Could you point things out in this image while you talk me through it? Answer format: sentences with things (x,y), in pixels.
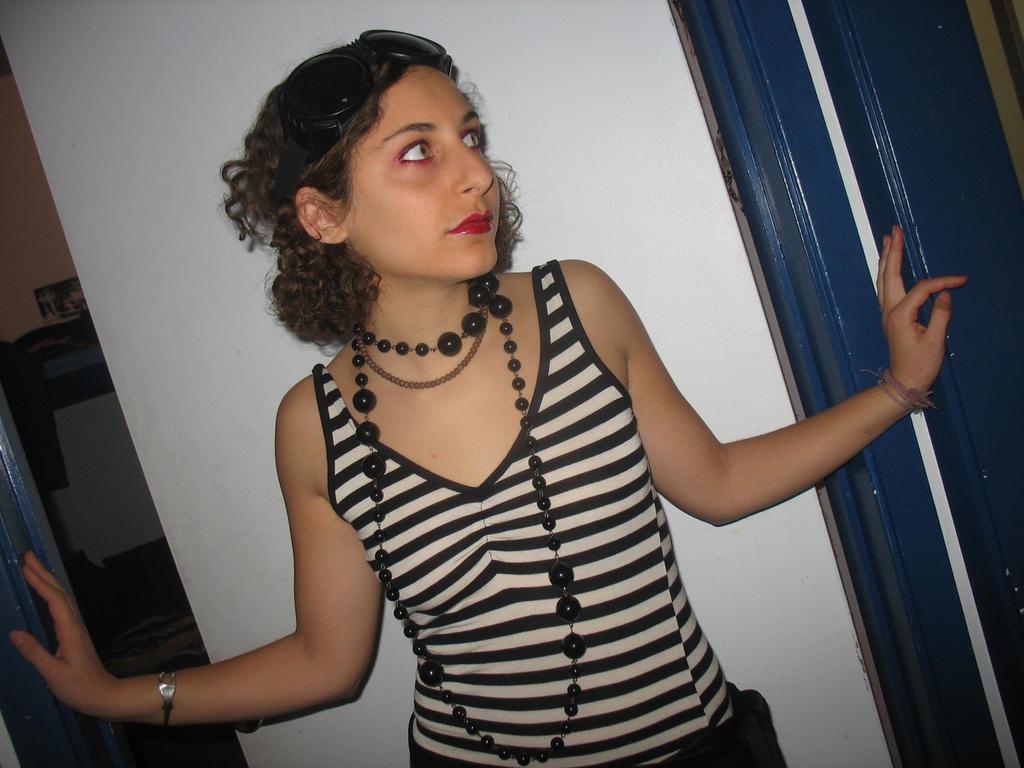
In this picture I can see a woman (409,374) in front (421,155), who is standing and I see that she is wearing white and black color dress (570,514) and I see she is wearing few necklace (402,351). In the background (56,265) I see the wall (204,96) and on the right side of this image (842,126) I see the blue color things (974,358).
